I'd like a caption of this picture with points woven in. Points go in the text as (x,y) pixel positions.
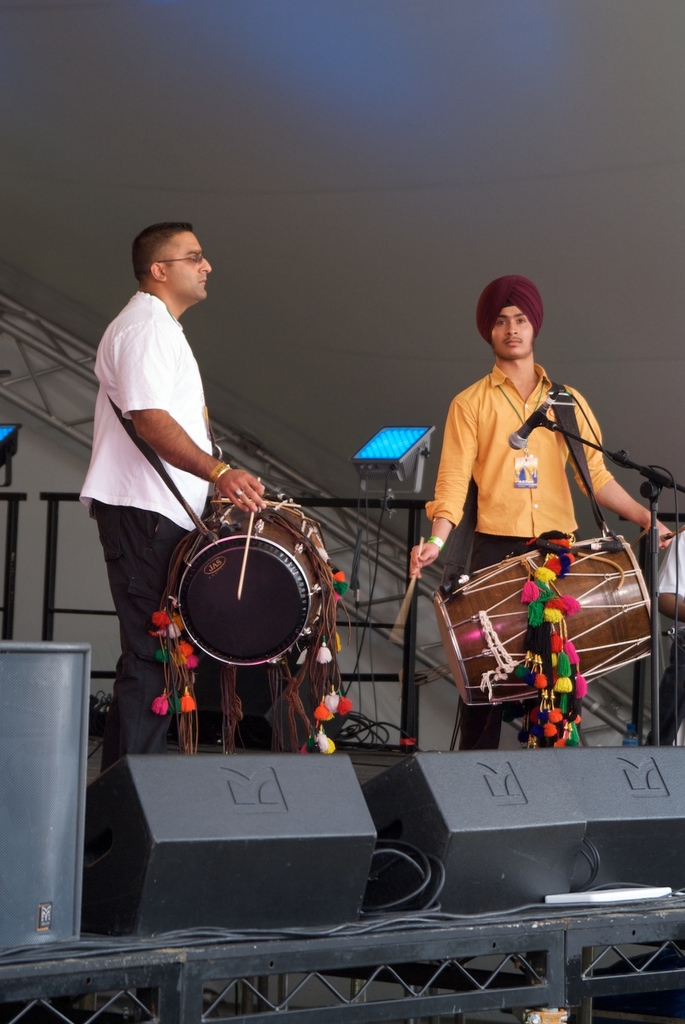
In this image there are two men (500,500), playing drums (222,515) with sticks (406,594). The man (195,497) to the left (199,475) is wearing a white t-shirt (195,426) and black pant (114,520). And the man (526,468) to the right (583,428) is wearing yellow shirt (504,528) with black pant (503,552). And at the bottom (181,756) there are speakers (490,799) with wires (410,844). In the background (73,518) there is wall (70,490) color with white and there is a stand (74,357).
